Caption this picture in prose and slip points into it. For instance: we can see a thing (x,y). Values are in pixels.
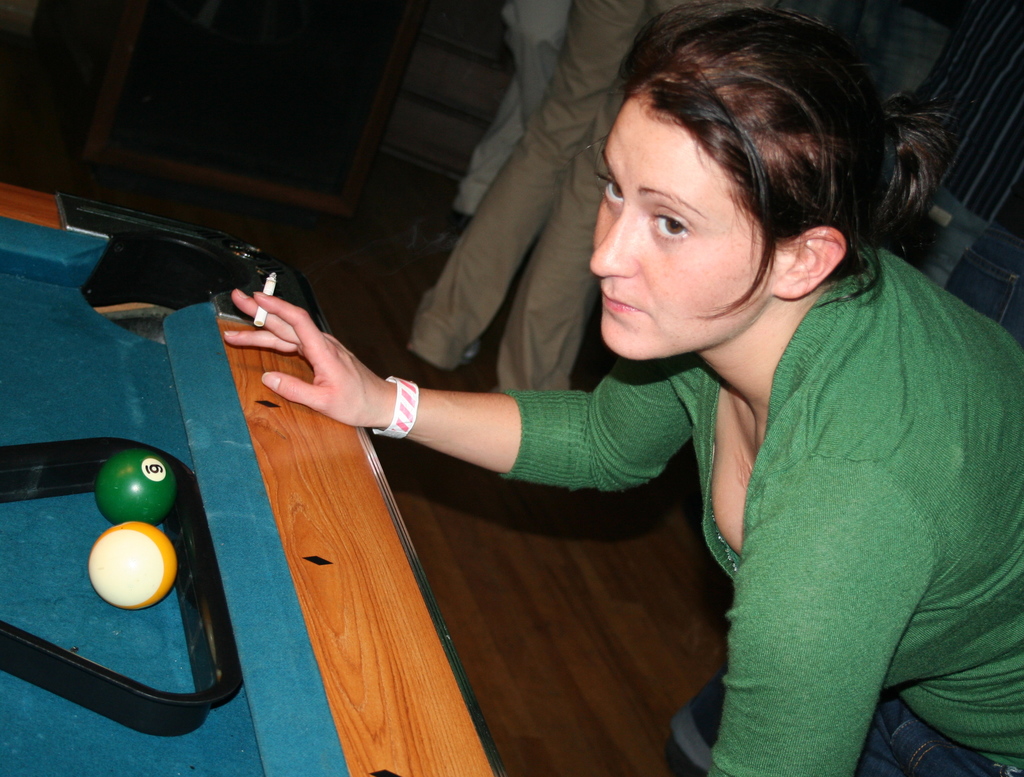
This picture is of inside. On the right (858,278) there is a woman (859,487) wearing green color t-shirt (925,491), standing and bending towards the billiard table (196,462) and there are two balls (136,524) placed on the top of the billiard table (75,620). In the background (544,18) we can see there are two persons (541,183) standing and a cabinet (226,62).
